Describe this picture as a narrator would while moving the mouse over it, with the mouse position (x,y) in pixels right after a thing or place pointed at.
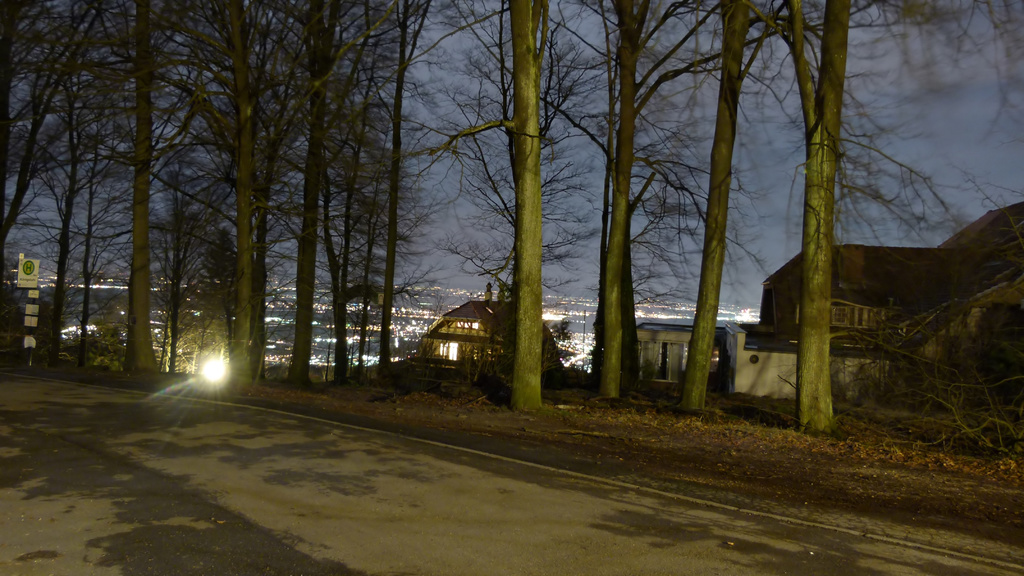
At the bottom of the image (127,477) there is a road (170,505). In the background (239,21) there are trees (602,290). On the left (25,319) there is a sign board (28,275). In the background (927,342) there are sheds (787,287) and sky (549,282).
